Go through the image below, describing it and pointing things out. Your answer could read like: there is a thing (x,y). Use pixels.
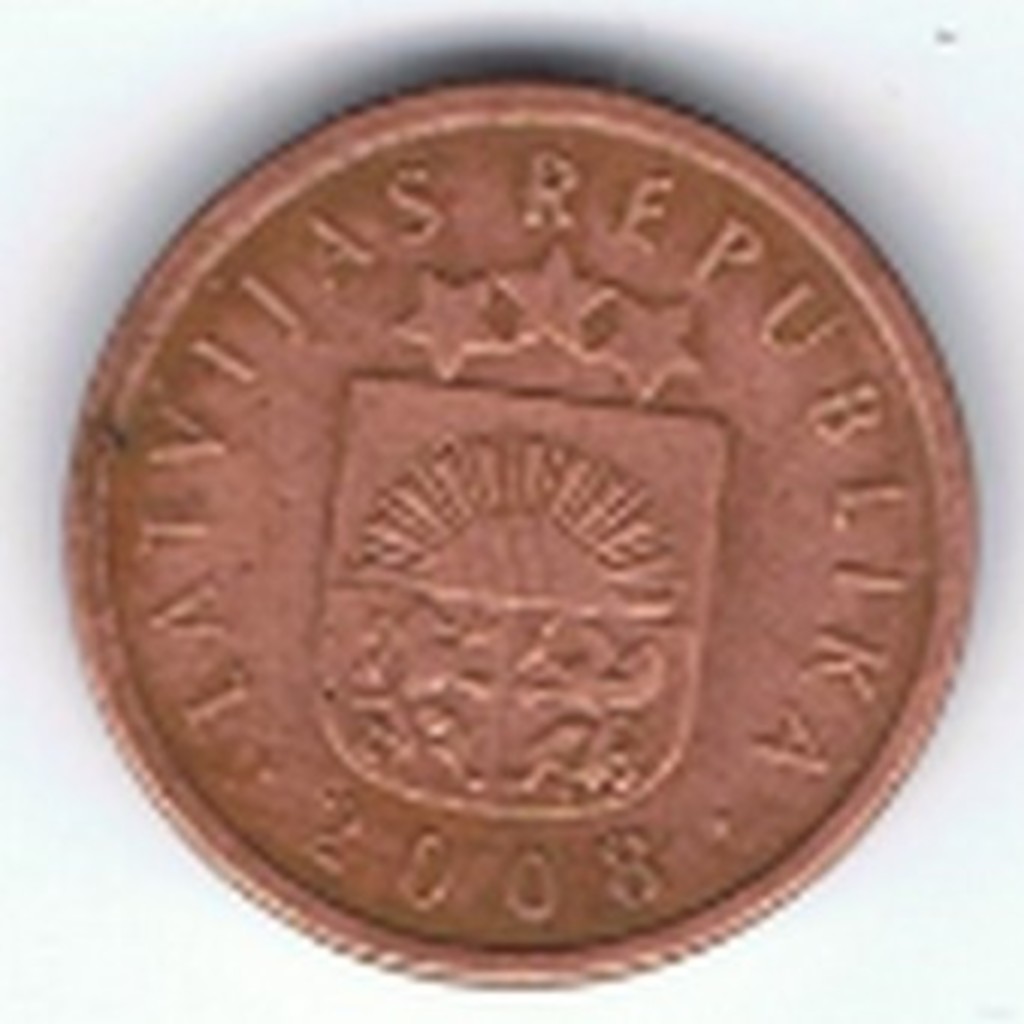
In the image we can see there is a bronze coin (499,479).
